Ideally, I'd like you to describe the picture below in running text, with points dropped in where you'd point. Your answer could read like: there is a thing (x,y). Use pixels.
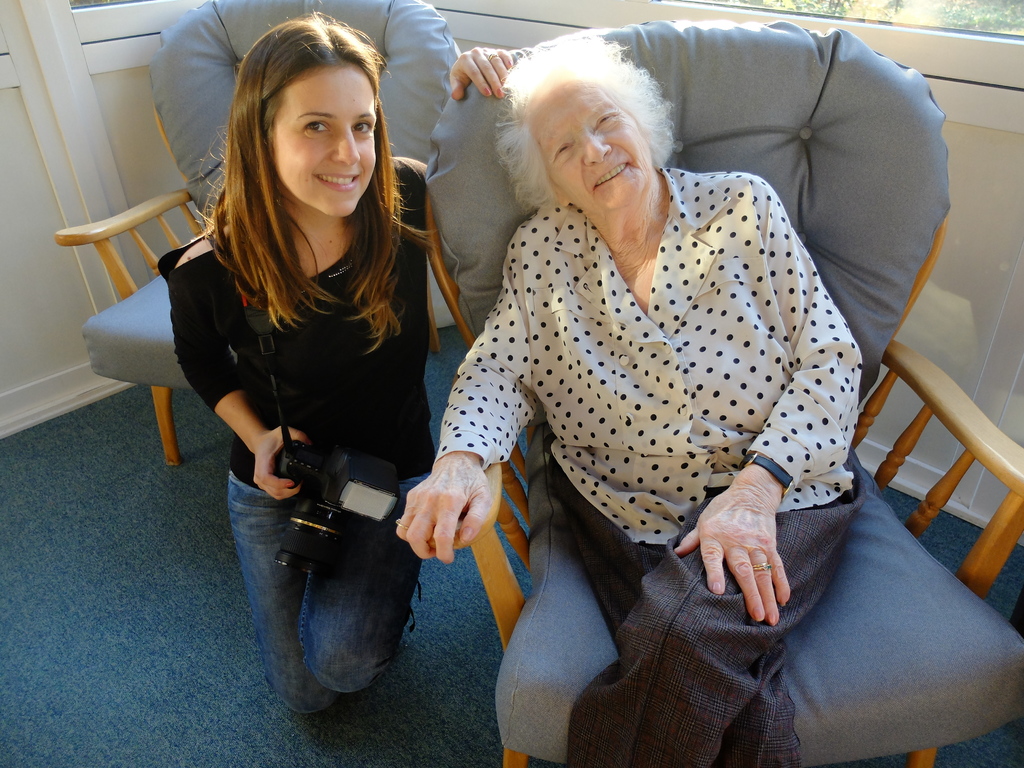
This is a picture taken in a room (441,752), there are two womens (736,444) in this room (32,499). The women (695,473) in white shirt (697,461) sitting on a chair (875,599) and the other women (328,335) in black t shirt (312,356) holding a camera (339,487). Background of this people (561,282) is a wall (74,137) which is in white color.
